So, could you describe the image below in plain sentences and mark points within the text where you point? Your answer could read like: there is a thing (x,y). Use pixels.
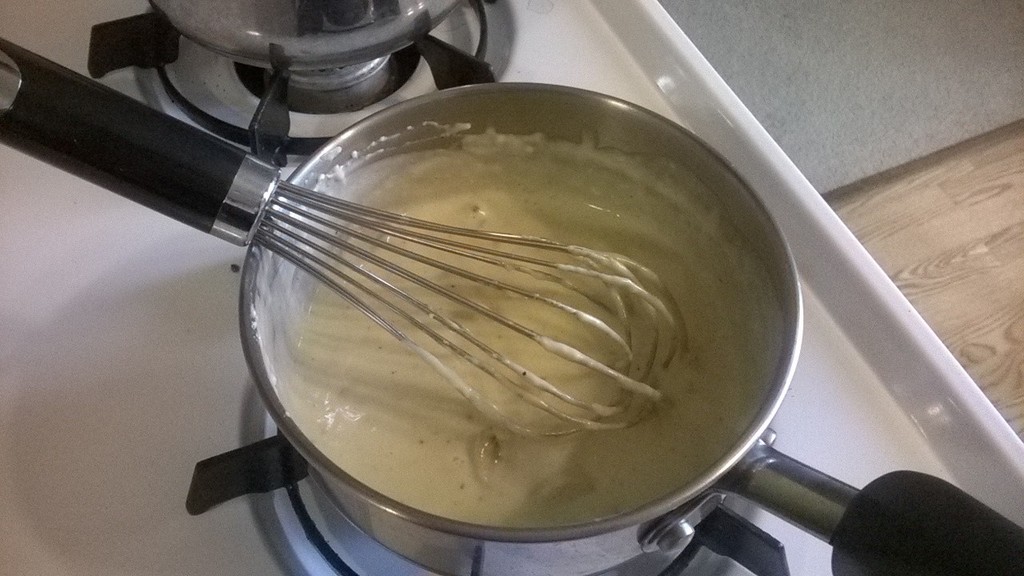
In this image I can see the white colored gas stove (86,375) and on the gas stove (145,369) I can see two bowls (265,328). In the bowl (479,381) I can see the cream colored object (506,414) and a whisker (447,266). To the right side of the image (856,204) I can see the cream colored object (937,234).
